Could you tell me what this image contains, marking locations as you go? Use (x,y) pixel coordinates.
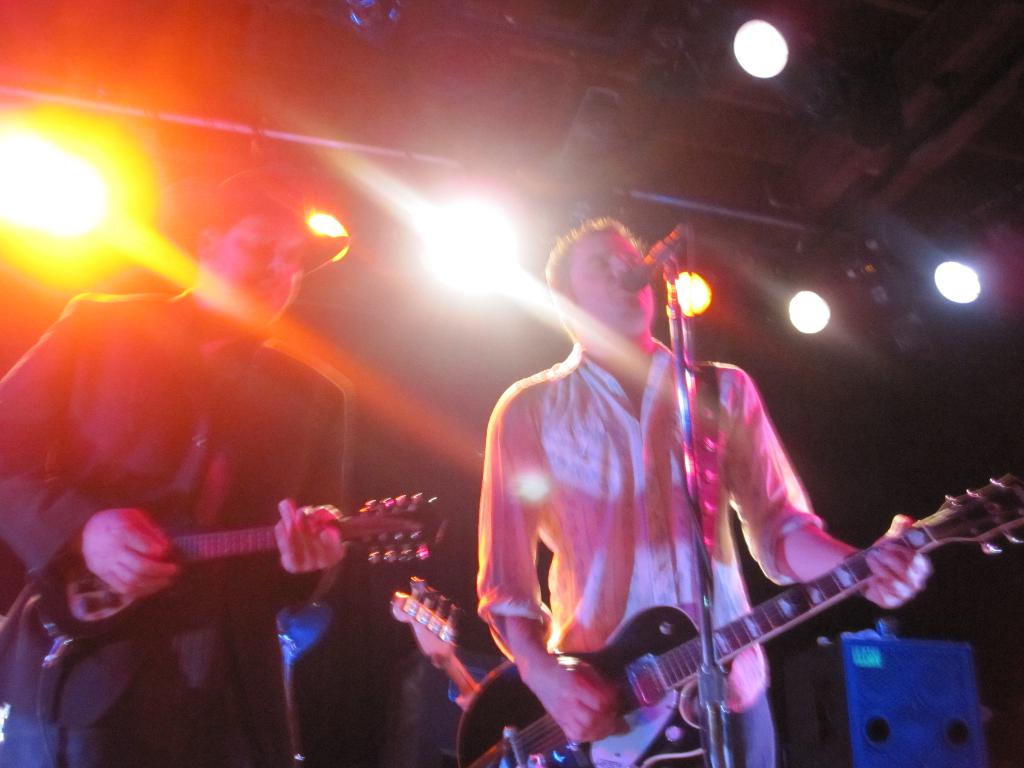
These two persons (600,727) standing and holding guitar (568,751). There is a microphone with stand (717,750). On the background (1,150) we can see lights (792,304). This person (199,619) wear cap (279,224).
